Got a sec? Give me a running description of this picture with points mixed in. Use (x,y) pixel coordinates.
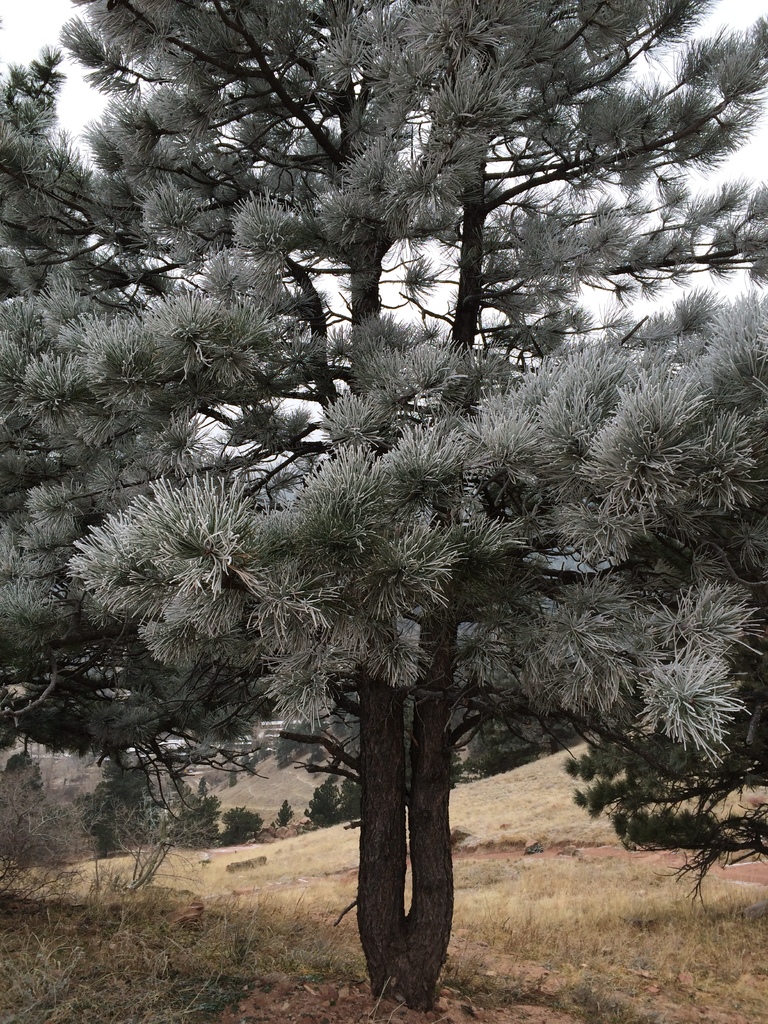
In this picture we can see trees (6,823), grass (345,898) and in the background (54,32) we can see the sky (23,27).
